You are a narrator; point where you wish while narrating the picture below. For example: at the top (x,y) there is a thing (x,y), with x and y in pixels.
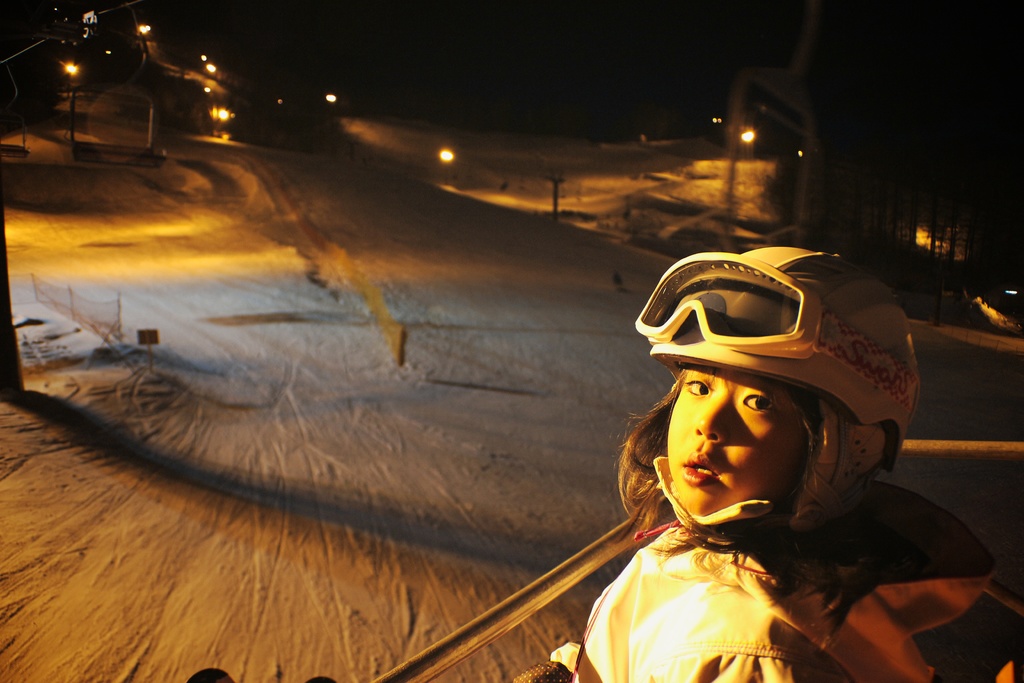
This image clicked in the dark. On the right side (740,478) there is a girl (720,561) wearing jacket (720,602), helmet (804,363) on the head (742,416) and looking at the picture. In front of her there is a metal rod (535,585). In the background (349,260) there is a snowy slope (371,254) and also I can see few lights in the dark.
